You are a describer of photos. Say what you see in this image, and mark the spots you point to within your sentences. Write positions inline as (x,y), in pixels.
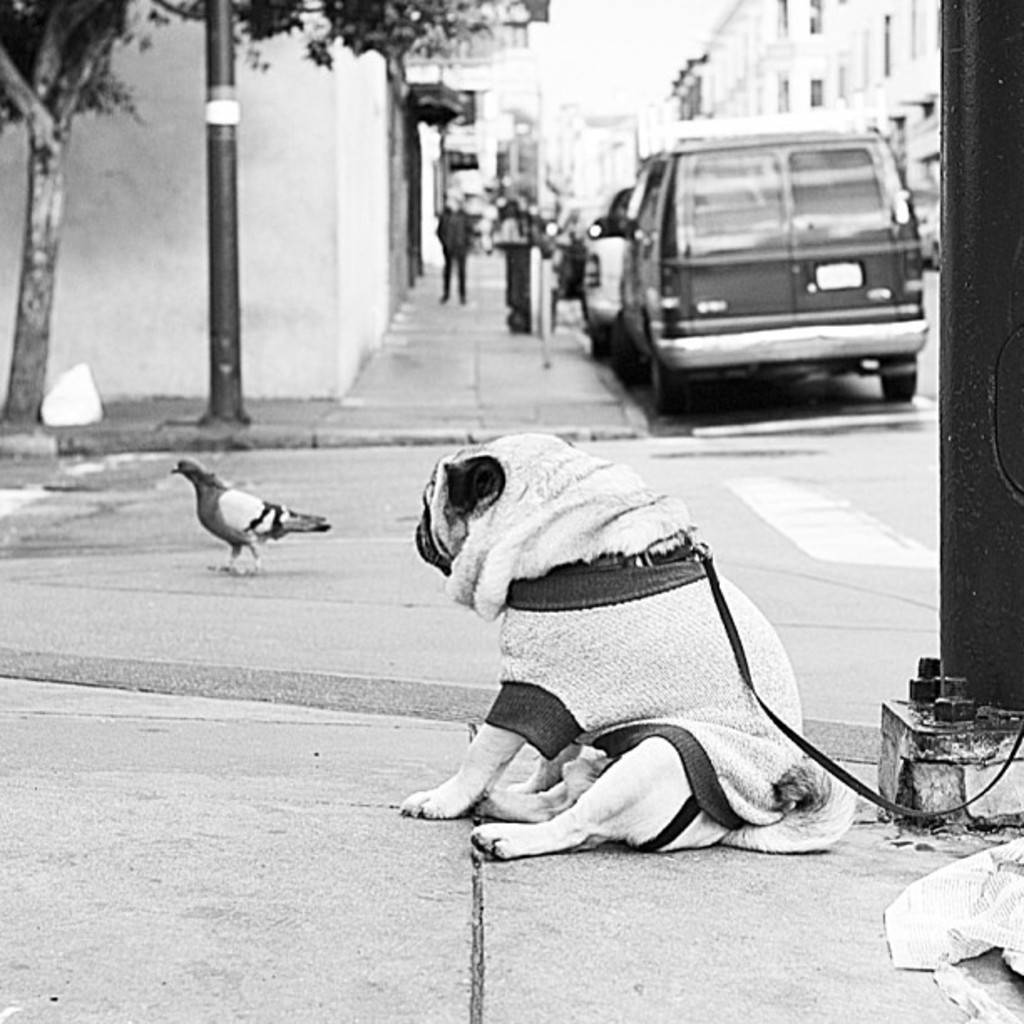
In this picture I can observe a dog (518,580) sitting on the land (477,690) in the middle of the picture (537,574). On the right side (978,55) I can observe pole (988,488). On the left side (214,506) I can observe bird (218,519) on the land (185,492). I can observe some cars (727,198) on the right side (692,310). In the background (308,169) I can observe buildings (351,108).
